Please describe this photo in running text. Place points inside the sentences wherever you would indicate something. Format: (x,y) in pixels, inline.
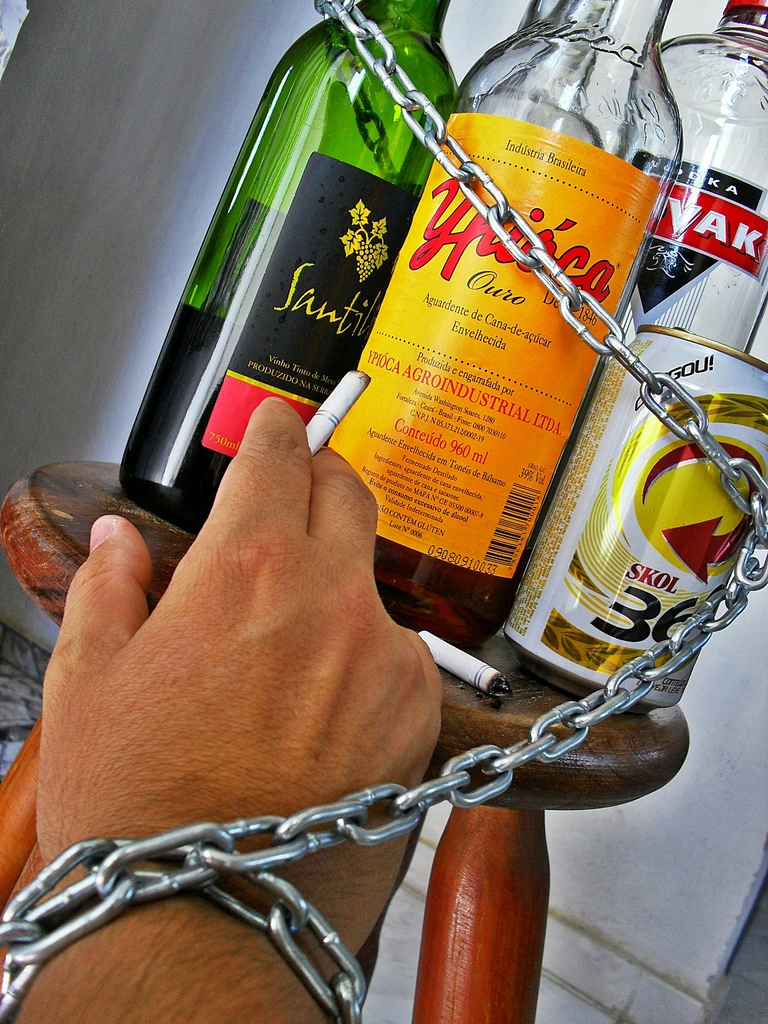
In this picture there is a small stool (36,515) on which there is a cigar (443,652) and some bottles (472,473) and a hand (378,652) in which there is a cigar (329,398) and a chain (83,926) tied to the hand (203,705) and the bottles (340,298) on the stool (38,525).
